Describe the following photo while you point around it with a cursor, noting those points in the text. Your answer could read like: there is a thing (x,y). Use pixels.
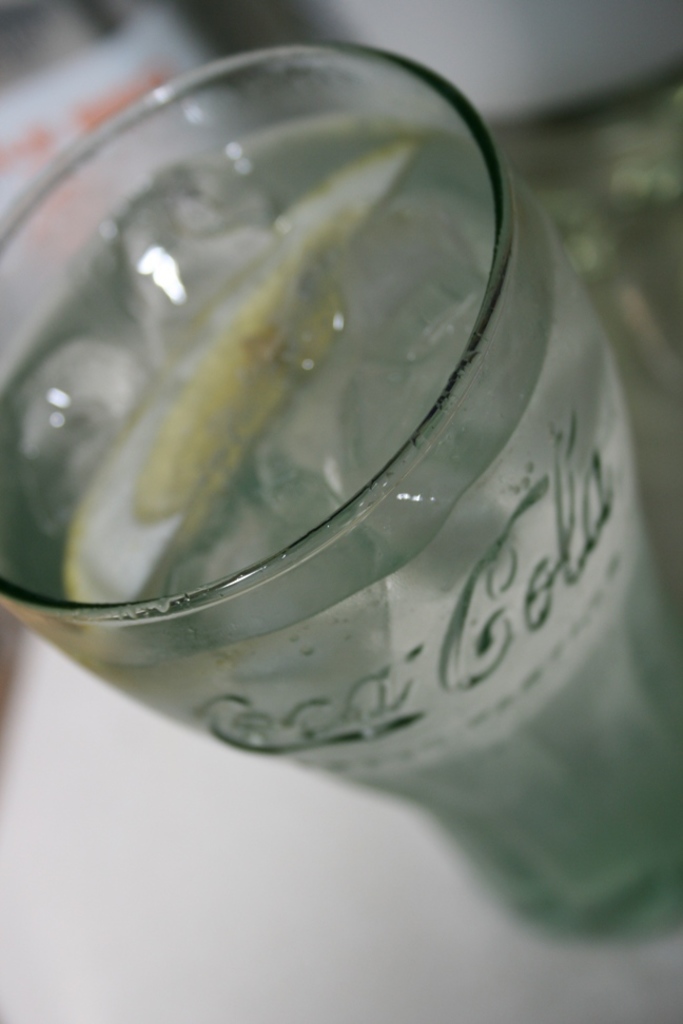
In this picture we can see a glass (295,653) with drink (396,265) in it and this glass (381,760) is placed on a platform (298,819) and in the background (528,145) we can see some objects (571,86) and it is blurry.
